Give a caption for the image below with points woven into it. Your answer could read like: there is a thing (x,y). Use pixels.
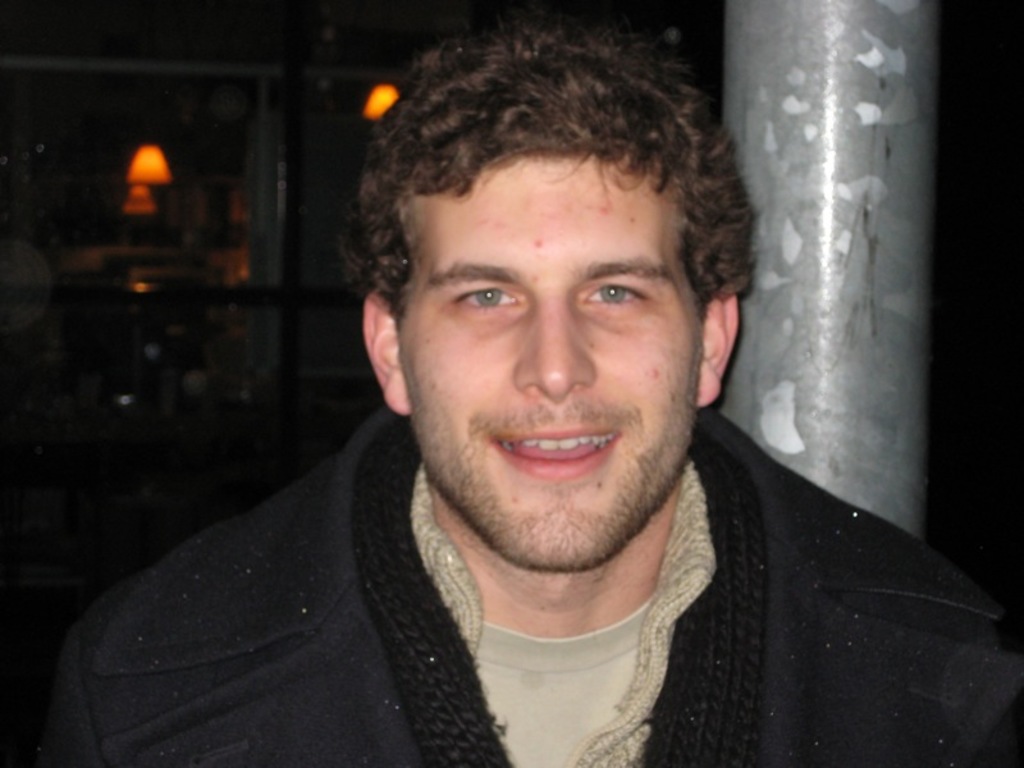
In the middle of the image (554,444) there is a man (553,507) and he is with a smiling face (565,422). In this image the background (153,160) is a little dark and there are two lamps (159,175) and there is a pillar (812,243).
